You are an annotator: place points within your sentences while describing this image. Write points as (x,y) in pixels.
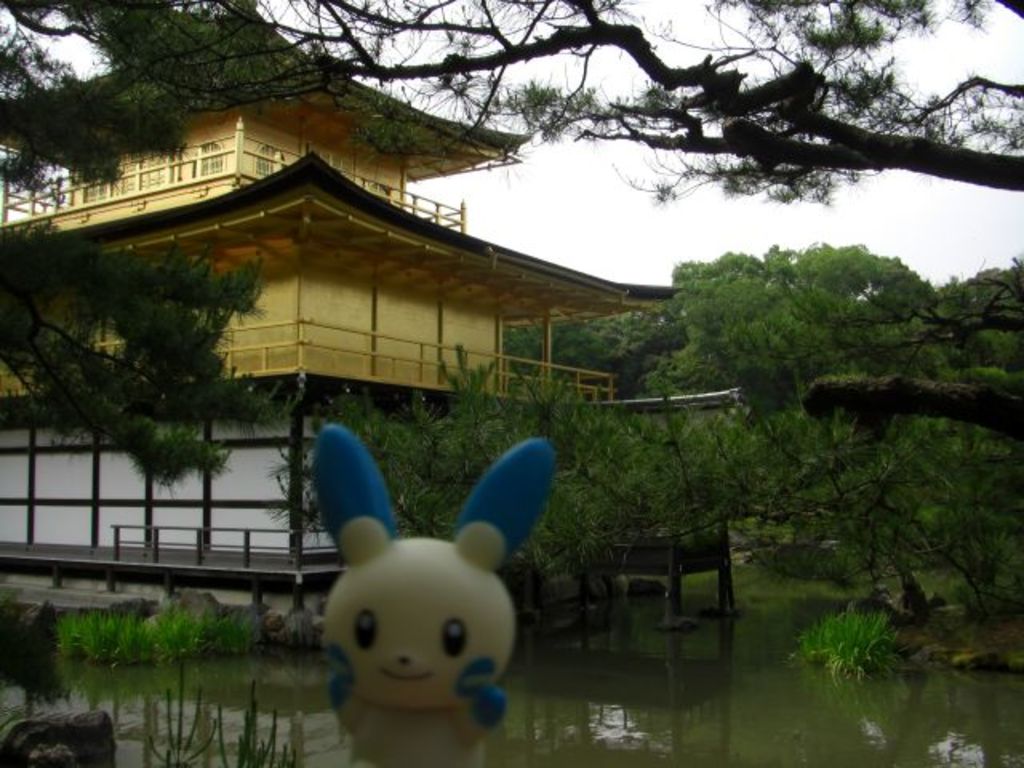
In this picture we can see a toy (383,579), water (728,667), rocks (50,764), plants (851,634), building (96,494), trees (89,362) and in the background (654,195) we can see the sky (917,188).
